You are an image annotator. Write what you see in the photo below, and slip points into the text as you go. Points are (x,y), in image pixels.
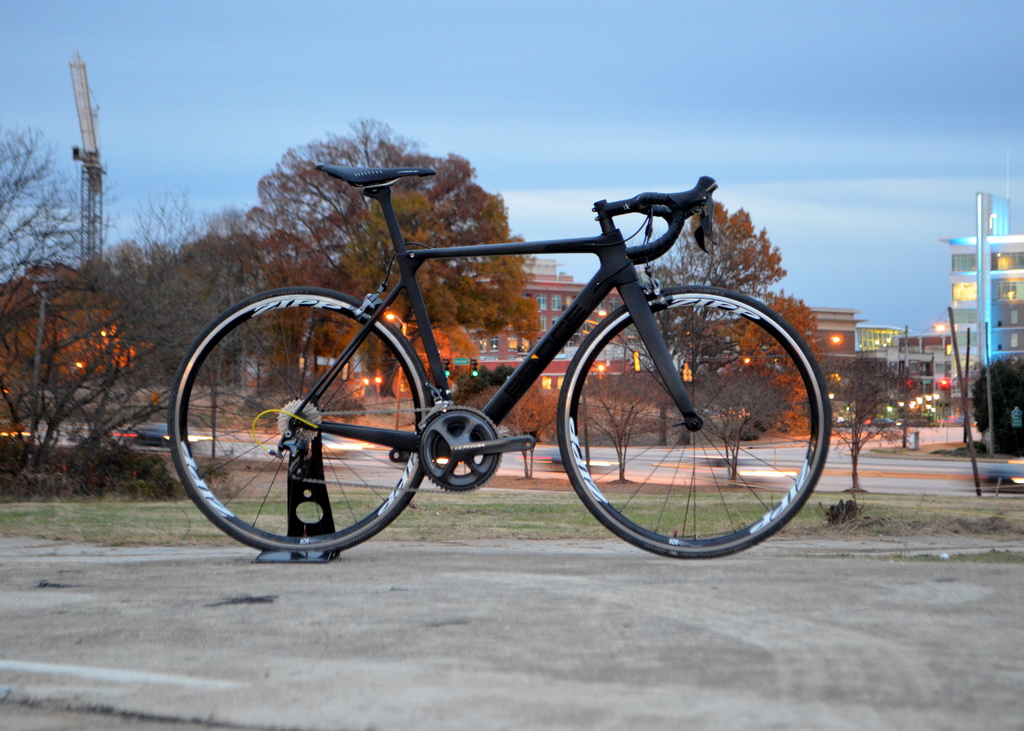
There is a cycle (473,411) on a stand (313,498). In the back (88,287) there are trees (233,251), lights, buildings (1016,335), road (874,489) and sky (665,130).
